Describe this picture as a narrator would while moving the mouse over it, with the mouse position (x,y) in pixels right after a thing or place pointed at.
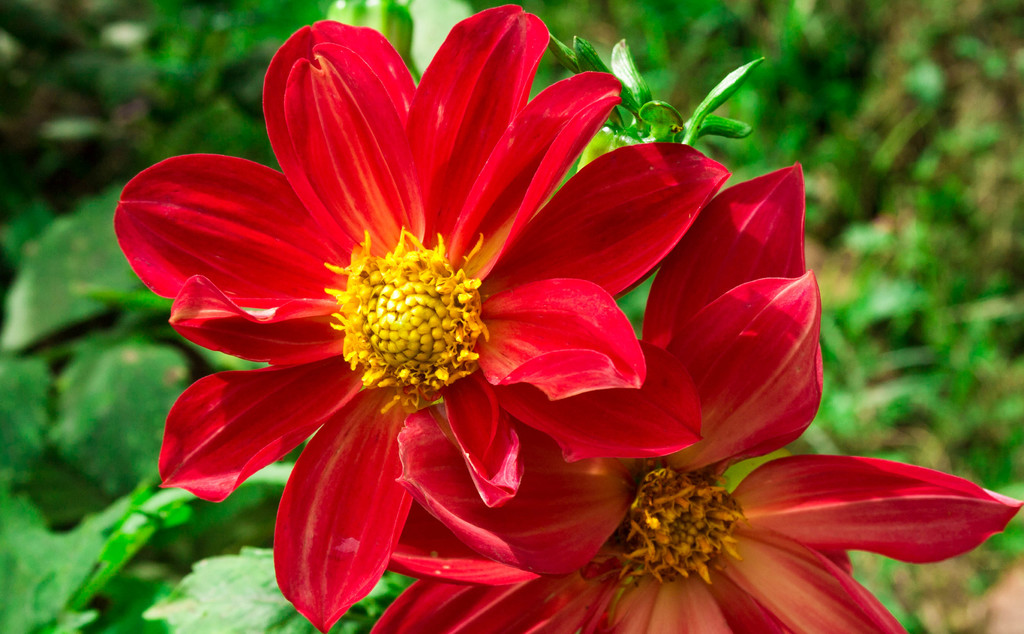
In this image, we can see a few red colored flowers (402,396) and the background (26,354) is blurred.
